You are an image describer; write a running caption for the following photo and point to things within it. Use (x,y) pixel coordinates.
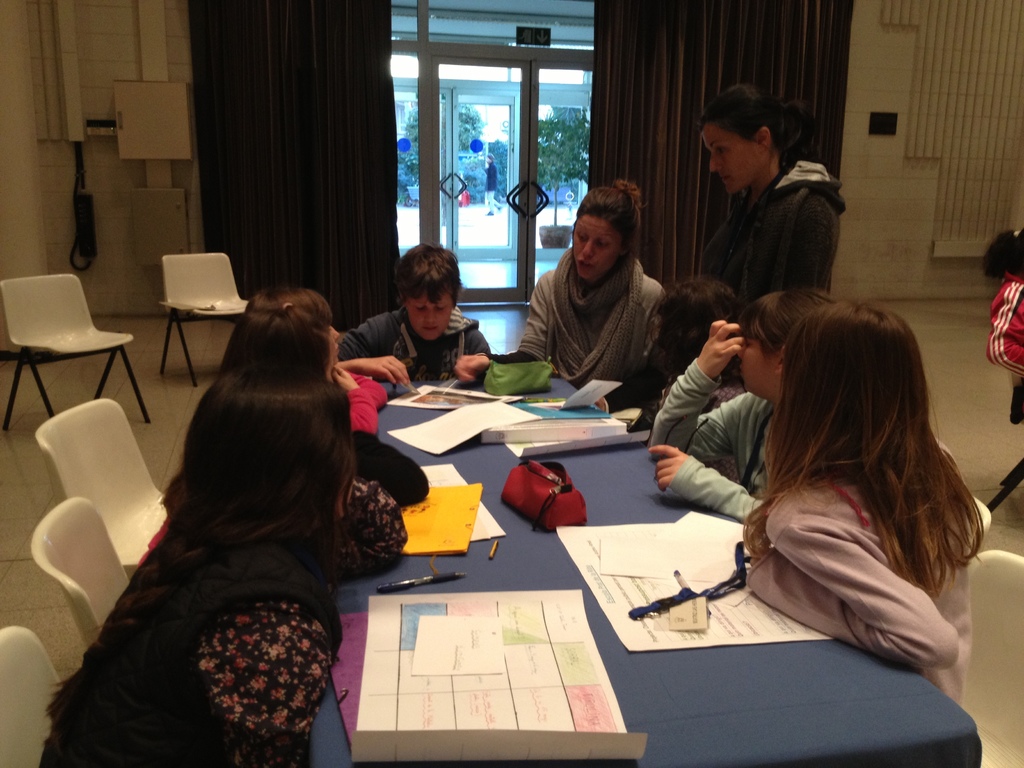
In the image I can see people (811,571) are sitting on chairs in front of table (628,690). On the table (613,632) I can see papers (492,596), books (461,517), charts (557,612) and some other objects (471,541). The woman (790,249) on the right side of the image (793,207) is standing on the floor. In the background (365,317) I can see a white color chairs (206,284), curtains (300,194), a glass door (492,206), wall (111,117), trees (543,144) and other objects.
